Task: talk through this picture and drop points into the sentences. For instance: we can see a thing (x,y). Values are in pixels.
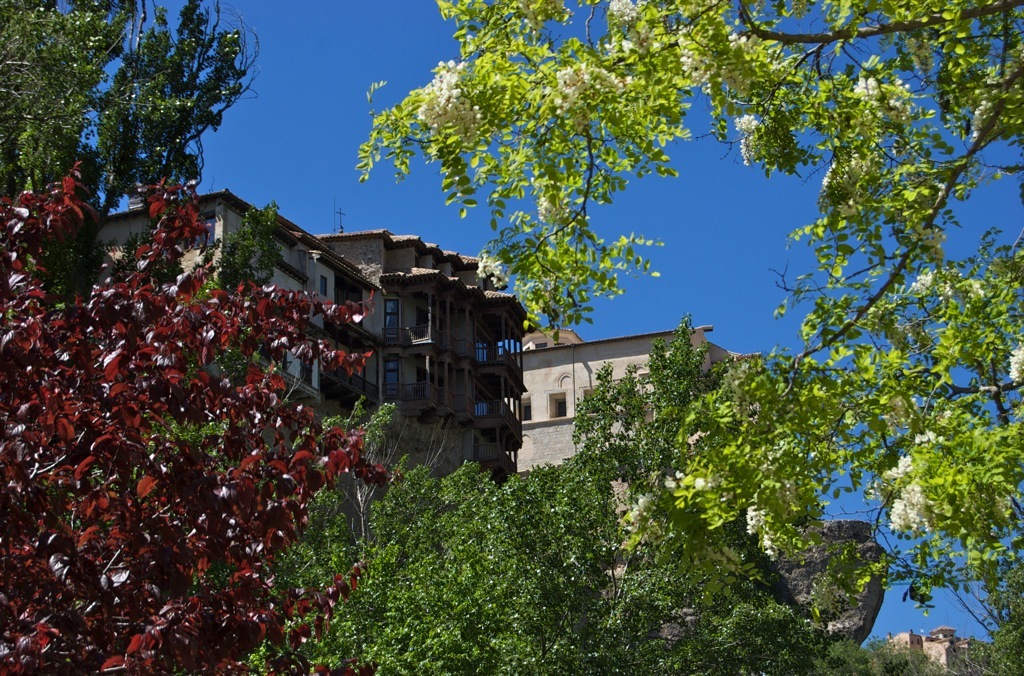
This picture shows few buildings (934,629) and we see trees (275,235) and we see a blue sky (673,264).
